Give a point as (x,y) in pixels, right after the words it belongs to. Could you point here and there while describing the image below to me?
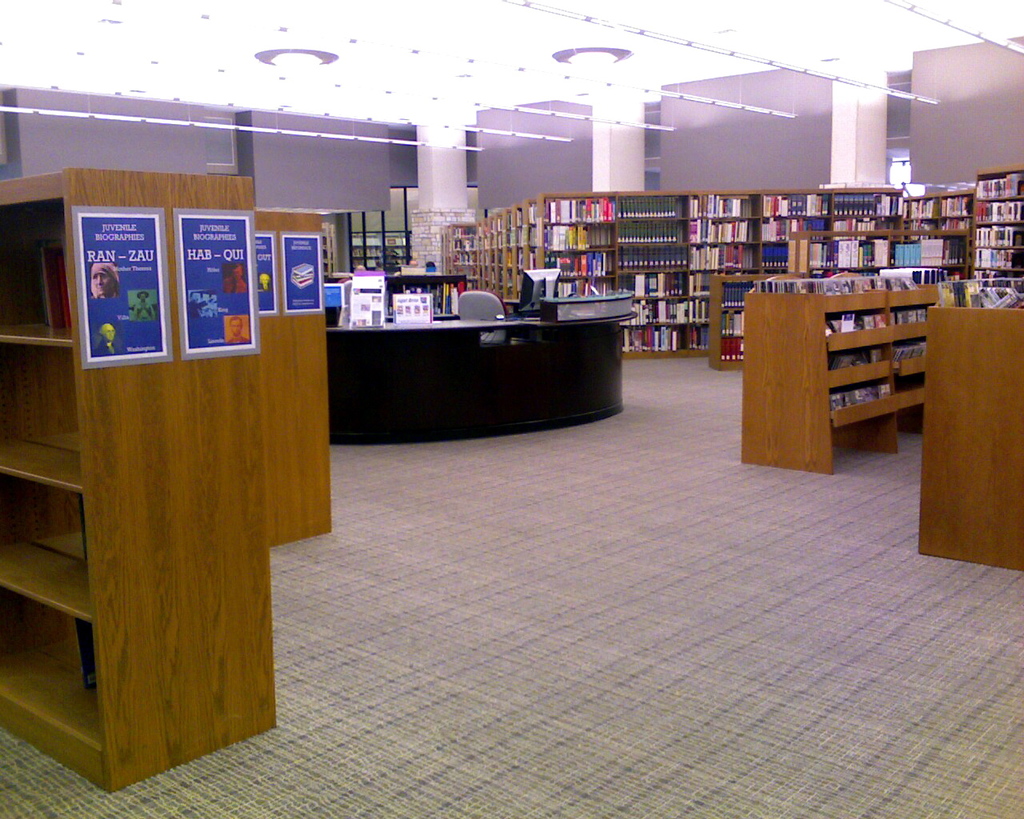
In this image I can see few book racks (787,328) and books (864,248) in it. In front I can see chair (491,312), system (530,281), boards (400,310) and few objects (413,308) on the table (493,325). I can see few blue color pamphlet (216,287) are attached to the rack (179,350). I can see ash color wall (314,168) and a pillar (419,170).
